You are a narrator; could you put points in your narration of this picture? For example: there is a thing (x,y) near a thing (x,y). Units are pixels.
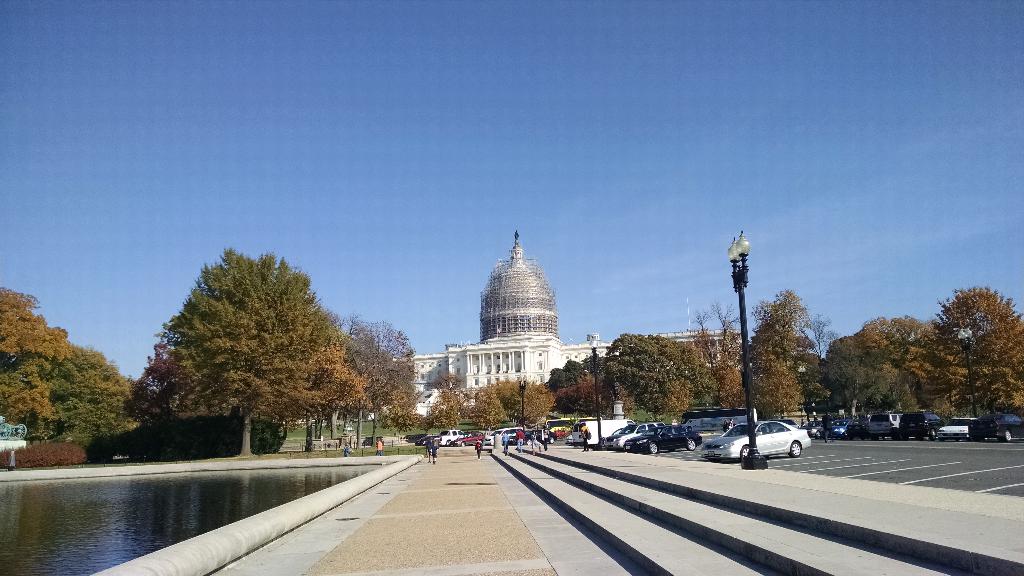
On the left side (145,517), there is a water pond (227,483). In the middle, there is a road (518,525) on which, there are persons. On the right side (876,542), there are steps (927,562) and a light (748,253) attached to the pole (748,377). In the background (772,447), there are vehicles (779,434) on the road (805,453) on which, there are white color lines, there are trees (652,377), a white color building (584,348) and there are clouds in the blue sky (159,148).
